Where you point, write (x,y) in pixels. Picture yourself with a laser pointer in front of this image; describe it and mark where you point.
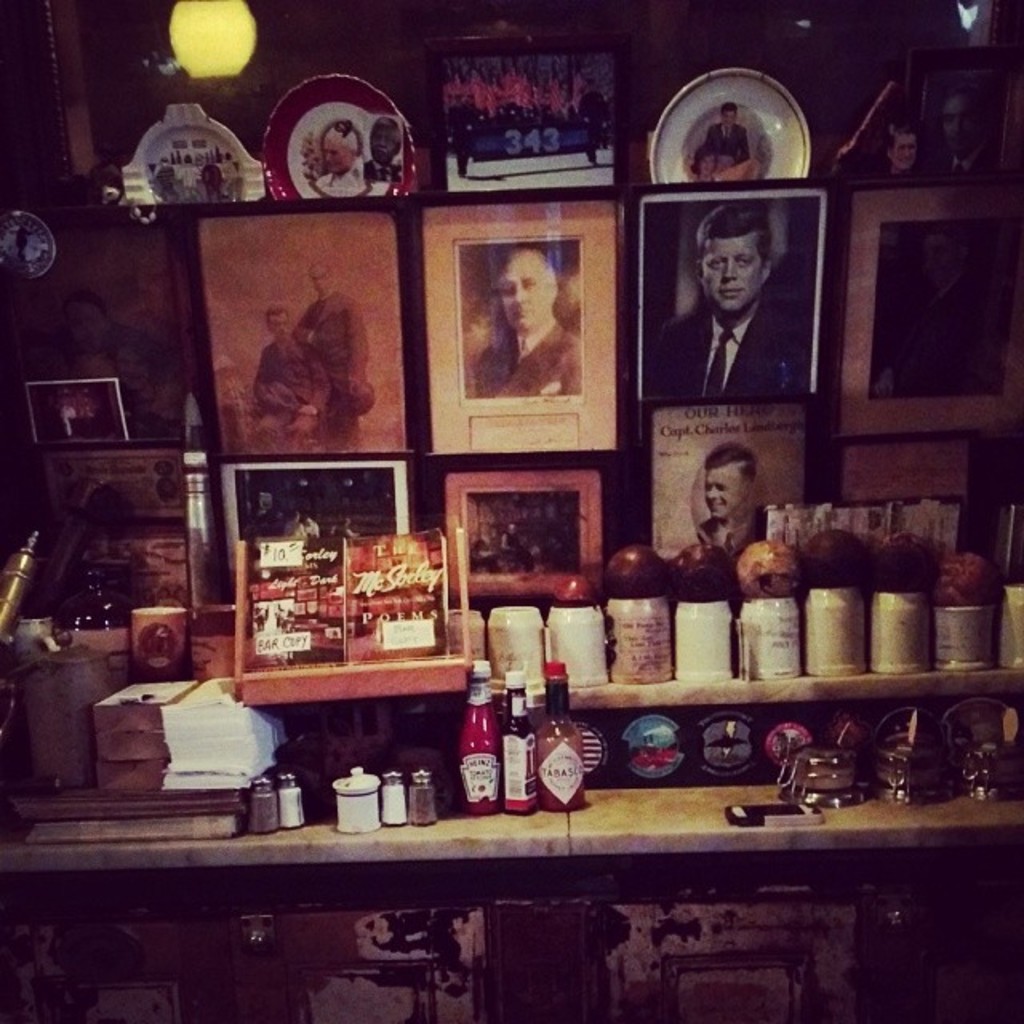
This picture shows few photo frames (340,453) and few bottles (516,801) and we see papers (233,752) and few bowls (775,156) on the table (703,851) and we see a light (227,66).
